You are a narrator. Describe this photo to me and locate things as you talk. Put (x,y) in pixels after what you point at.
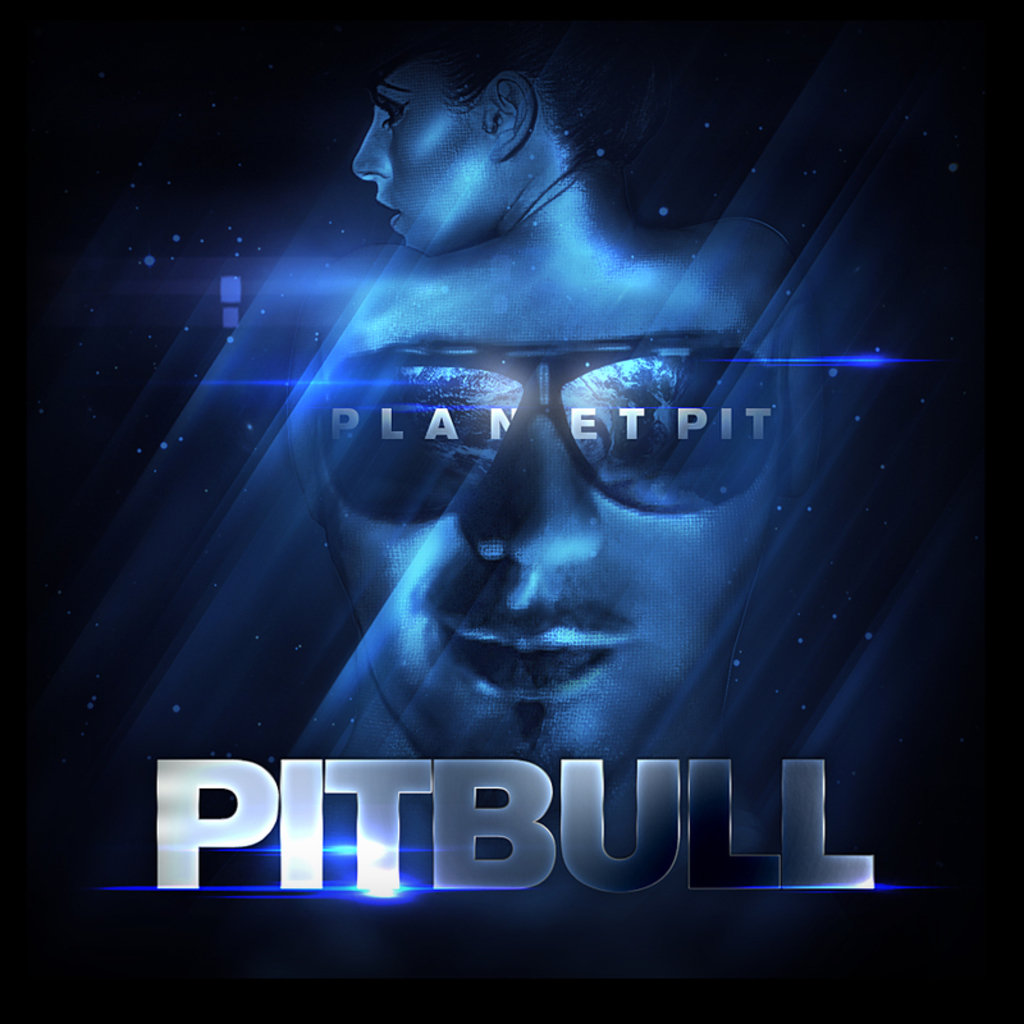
In this picture I can see a woman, glasses (629,496) on man face (576,490) and names (661,805) on this picture.
